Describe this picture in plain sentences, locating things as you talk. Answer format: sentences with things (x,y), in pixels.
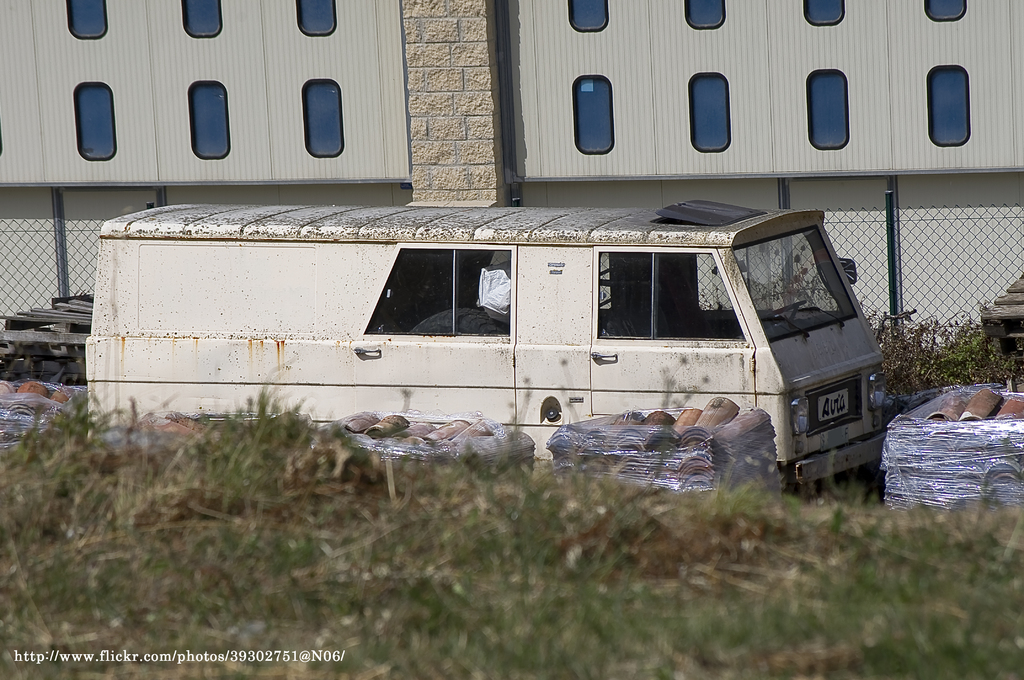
In this picture I can see a van (380,337) and looks like few roof tiles (670,454) in the polythene bags (935,451) and I can see grass (359,502) on the ground (278,498) and a building (749,93) and I can see metal fence (34,273).
